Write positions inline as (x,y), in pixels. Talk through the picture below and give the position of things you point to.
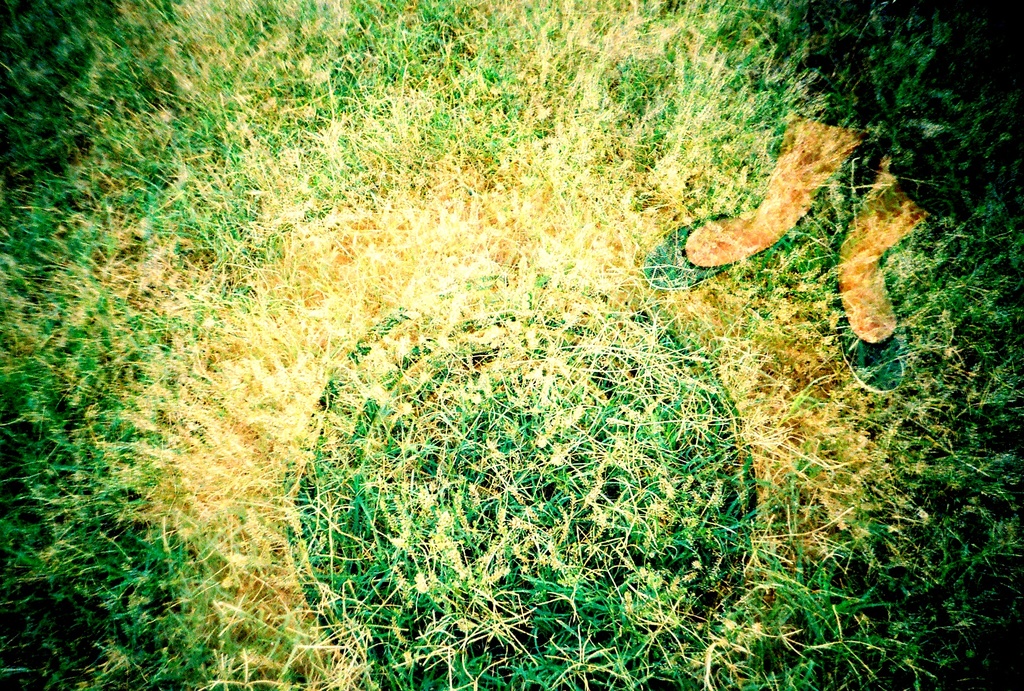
In the foreground of this edited image, there is grass (527,452) and on the right (864,241), there are legs (792,198) of a person (886,223).
